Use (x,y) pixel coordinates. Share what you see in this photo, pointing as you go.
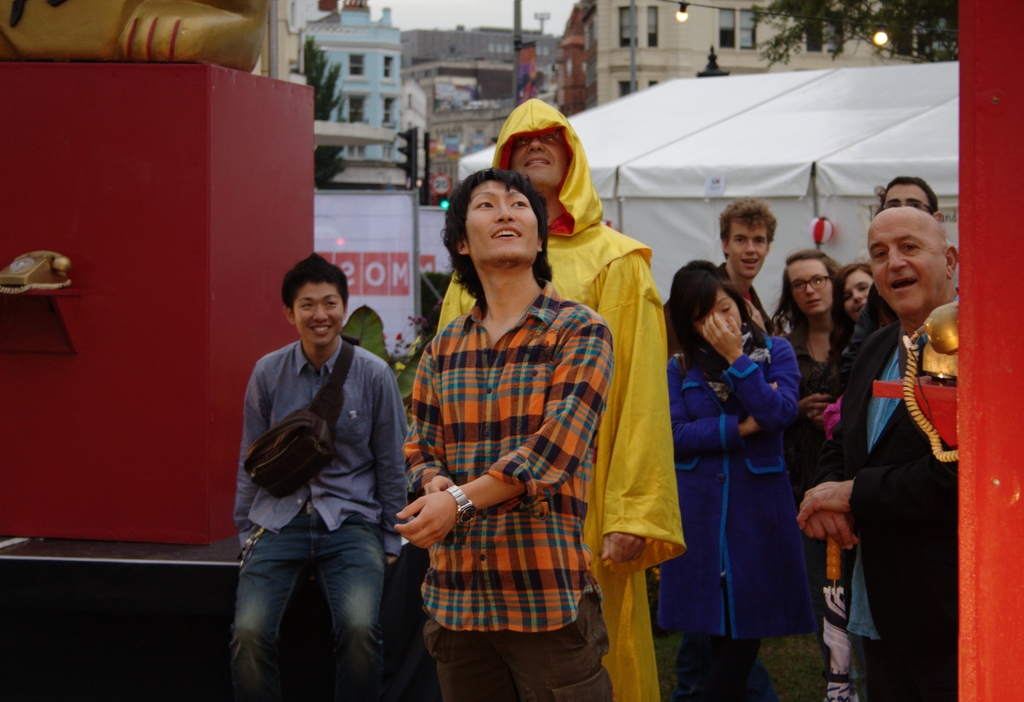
In this image I can see few people (652,333) are standing in the center of the image (513,360) at the top of the image (372,107) I can see buildings (391,104). On the left side of the image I can see a statue (157,22) and I can see two telephones (57,262) on the left (57,262) and right sides of the image.
